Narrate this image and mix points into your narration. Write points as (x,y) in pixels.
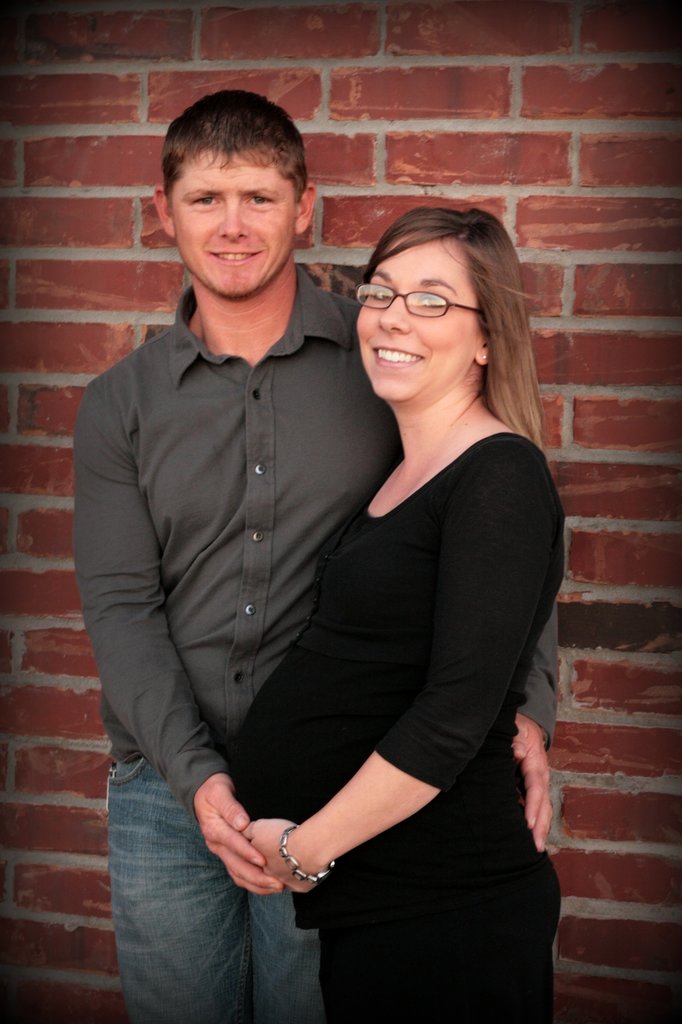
In this image there is a man (171,504) and a woman (411,663) standing. They are smiling. Behind them there is a wall (238,64).
